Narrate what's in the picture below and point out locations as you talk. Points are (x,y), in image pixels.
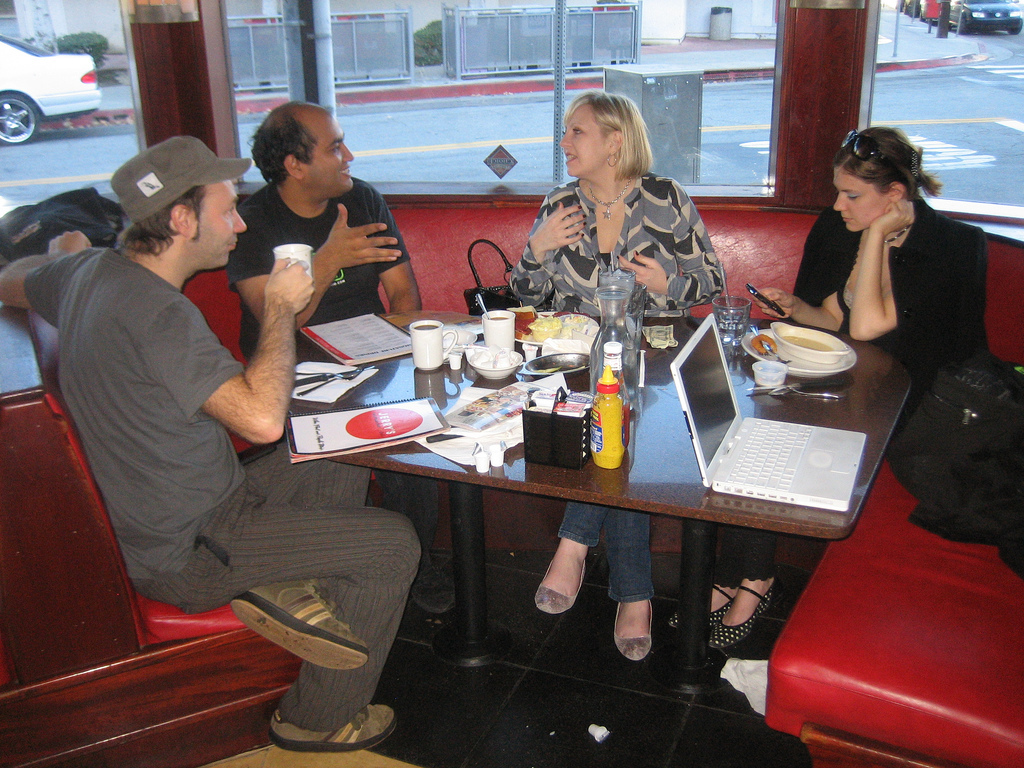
The picture is taken inside the room (397,679) where four people (256,480) are sitting on a sofa (677,535) in front of a table (805,508). On the table (691,498) there is a laptop (718,471), sauce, bottles (601,430), cups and plates (570,335) are there and some books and papers (419,442) also there. Coming to the right corner of the picture (930,405) there are bags (946,484) on the sofa (909,542) and behind the people (879,291) there is a mirror window (404,138) and outside the room (821,68) there is a road (717,97) and some vehicles (38,111) on the road (723,118), some plants (435,46) also there and one dustbin (713,35). Coming to the right corner of the picture (876,279) the woman (864,305) is dressed in black and holding a phone (779,315) and coming to the left corner of the picture (126,428) the person (138,359) is wearing a cap (178,191) and holding a cup (304,266).
